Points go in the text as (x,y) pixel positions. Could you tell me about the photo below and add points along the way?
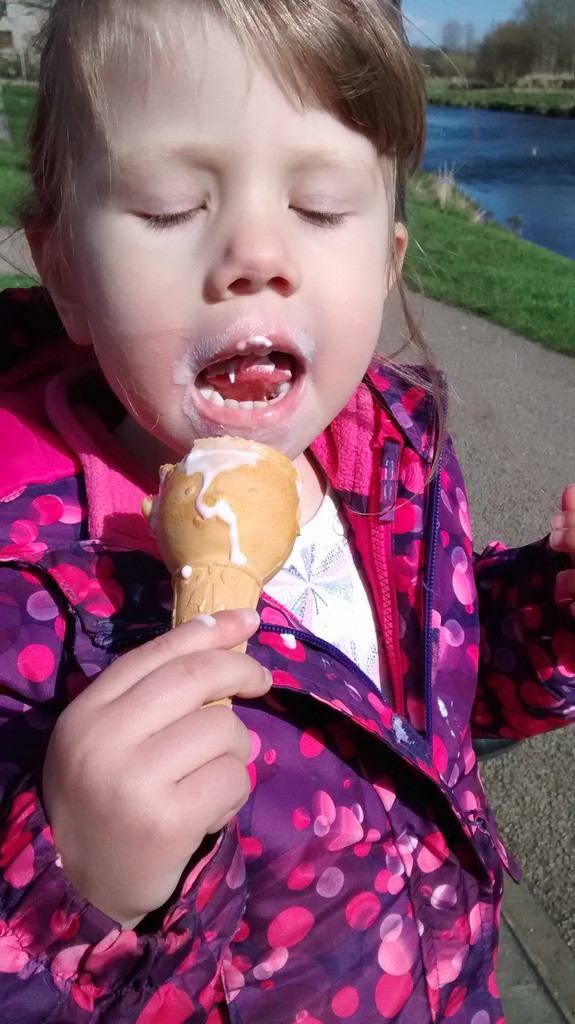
In the picture as we can see the child (289,570) is eating ice-cream (264,573) and is walking on a concrete surface (473,376). grass (495,289), water (473,149) is also present and there are many tree (497,76), plants (480,83) and the blue sky (453,17).
